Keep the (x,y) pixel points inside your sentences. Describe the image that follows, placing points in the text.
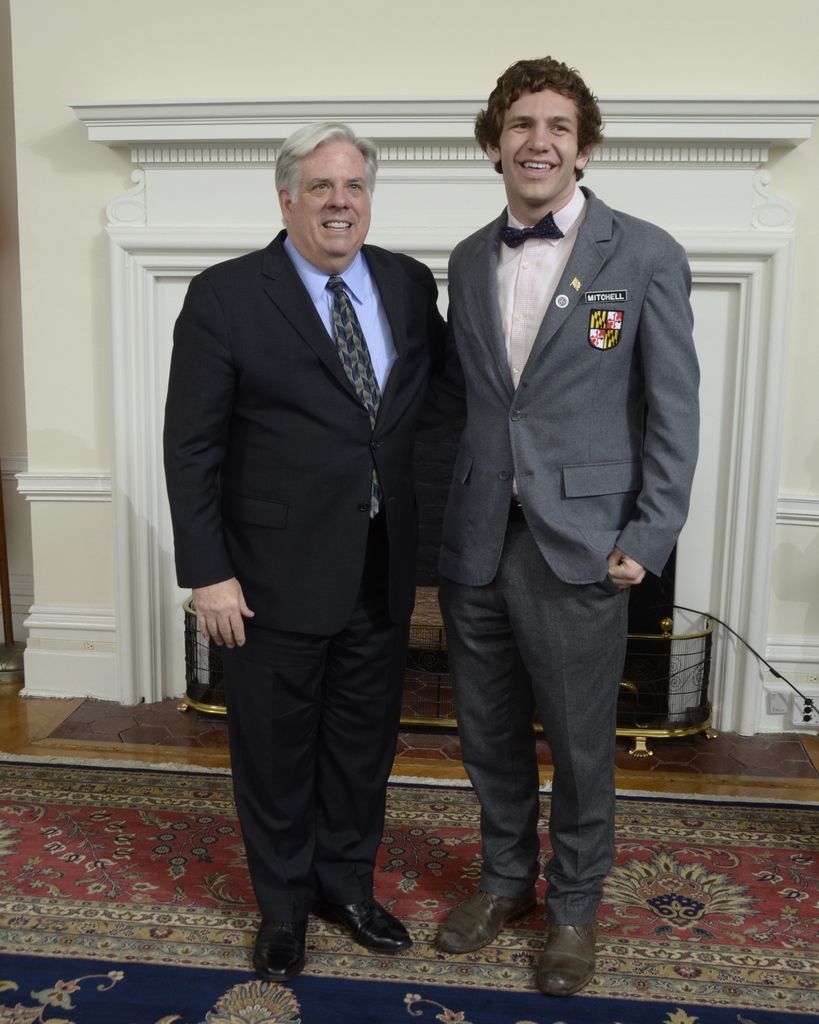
In this image, we can see two men (501,545) standing on the carpet (394,842) and smiling. In the background (767,153), there is a wall (80,492), grille (701,696), few objects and floor (404,741).
